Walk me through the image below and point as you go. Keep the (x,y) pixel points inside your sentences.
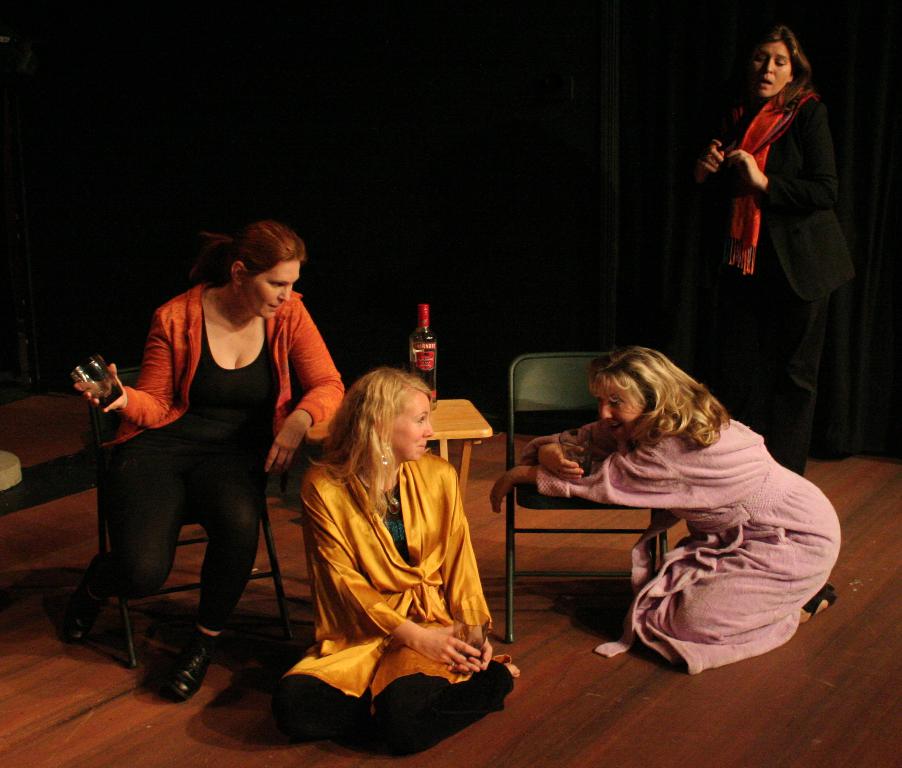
In this image we can see four persons (352,447), among them one person (755,159) is standing and the remaining is sitting, there are chairs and a table (462,407) with a bottle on it, also we can see the background (476,334) is dark.
